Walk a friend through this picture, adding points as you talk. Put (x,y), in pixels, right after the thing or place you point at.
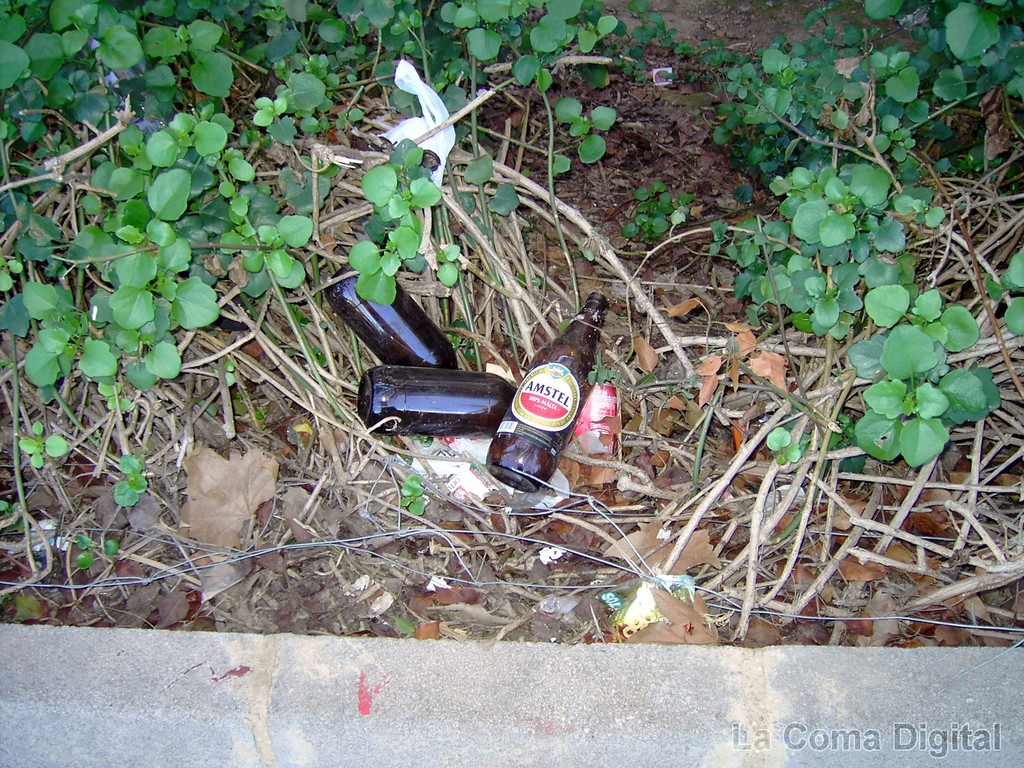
In this image i can see 3 bottles (377,340) on the floor (535,257) and few plants (750,199).
